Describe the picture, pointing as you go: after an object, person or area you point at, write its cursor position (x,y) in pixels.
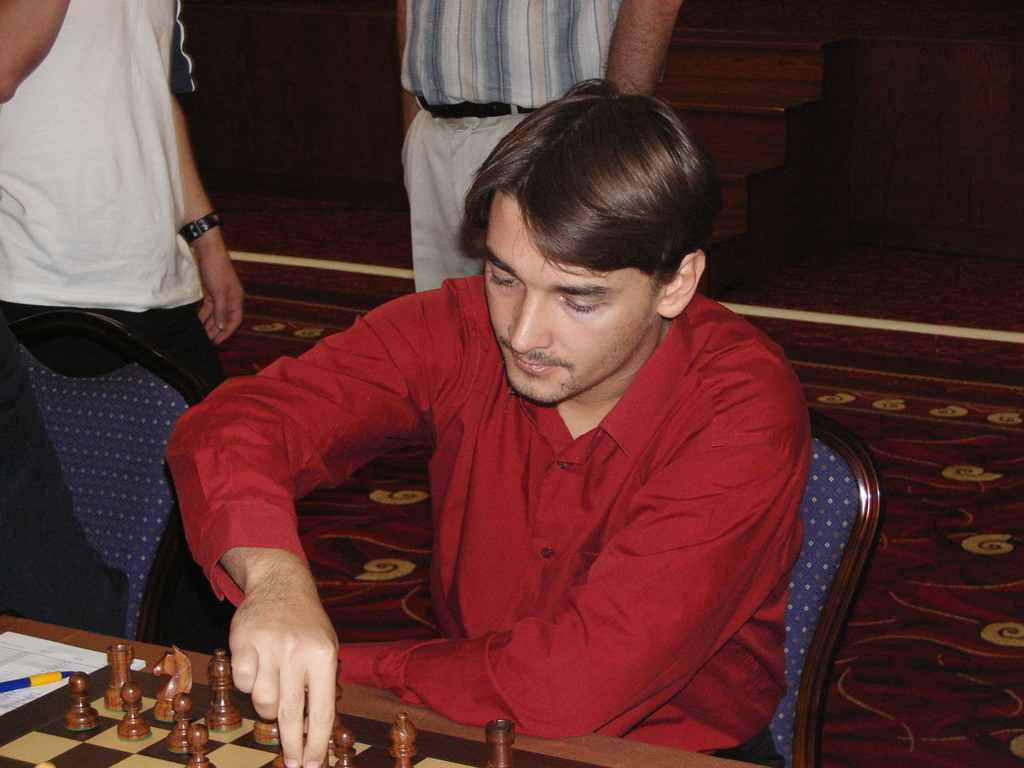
This picture shows a man (669,542) seated on the chair (809,721) and playing chess (50,711) on the table (542,750) and we see two people (200,340) standing on the side of him.
